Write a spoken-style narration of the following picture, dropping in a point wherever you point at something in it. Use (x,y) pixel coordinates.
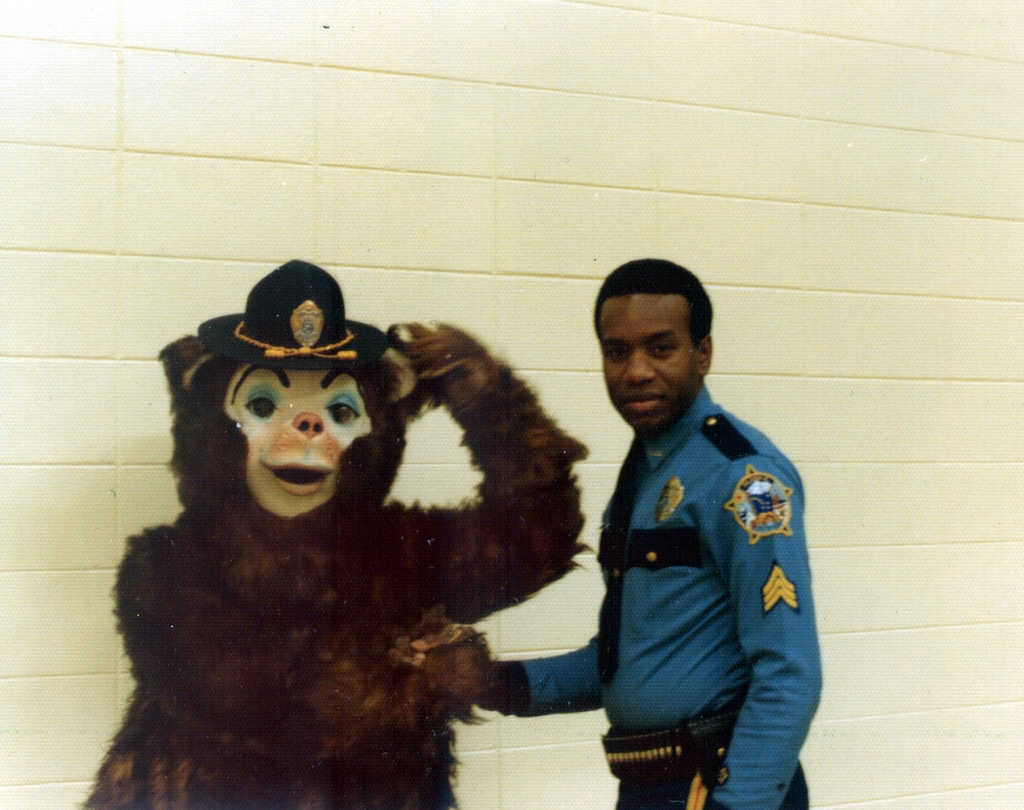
A man (646,483) is holding the hand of a guy (198,486) who is dressed up as a monkey (299,516).
